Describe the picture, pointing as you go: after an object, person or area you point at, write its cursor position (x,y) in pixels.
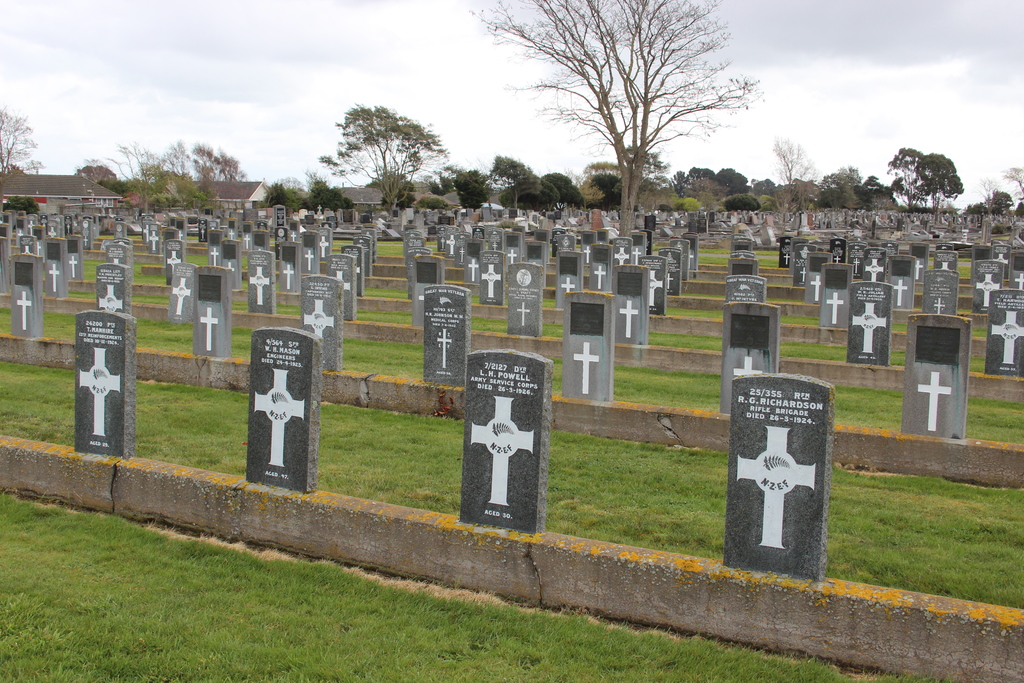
This is a cemetery (460,605). On that there are grass lawns (639,461). Also there are small walls (191,492). On that there are stones (295,472). On the stones (327,357) there is cross sign (867,334) and something is written on that. In the background (405,185) there are trees (558,199), buildings (232,182) and sky (432,64).
